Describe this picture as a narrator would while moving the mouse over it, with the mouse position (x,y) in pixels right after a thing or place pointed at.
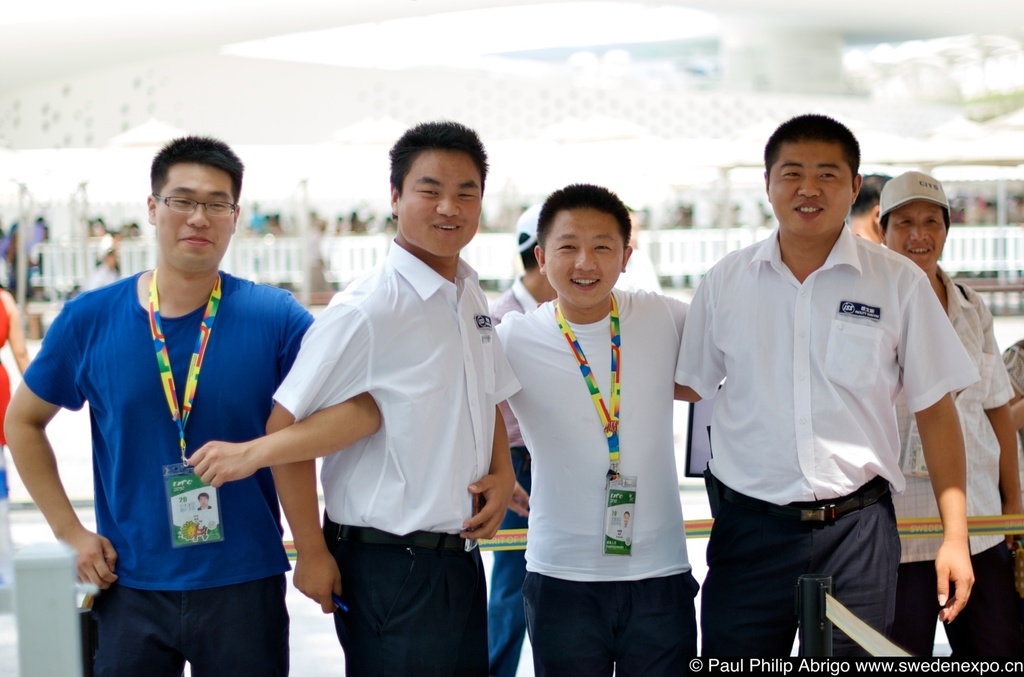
In this image there are person (485,352) standing, there are person (172,233) wearing id cards (181,480), there is text (813,666) towards the bottom of the image (727,666), there is an object (926,527) truncated towards the right of the image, there is a person (1014,480) truncated towards the right of the image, there is a person (10,317) truncated towards the left of the image (10,335), there is an object (986,529) truncated towards the right of the image (1003,280), there is a tent (943,141), there is a wooden fencing (685,249) behind the persons (812,257), there is an object (37,636) truncated towards the bottom of the image (60,610), the background of the image is blurred.
